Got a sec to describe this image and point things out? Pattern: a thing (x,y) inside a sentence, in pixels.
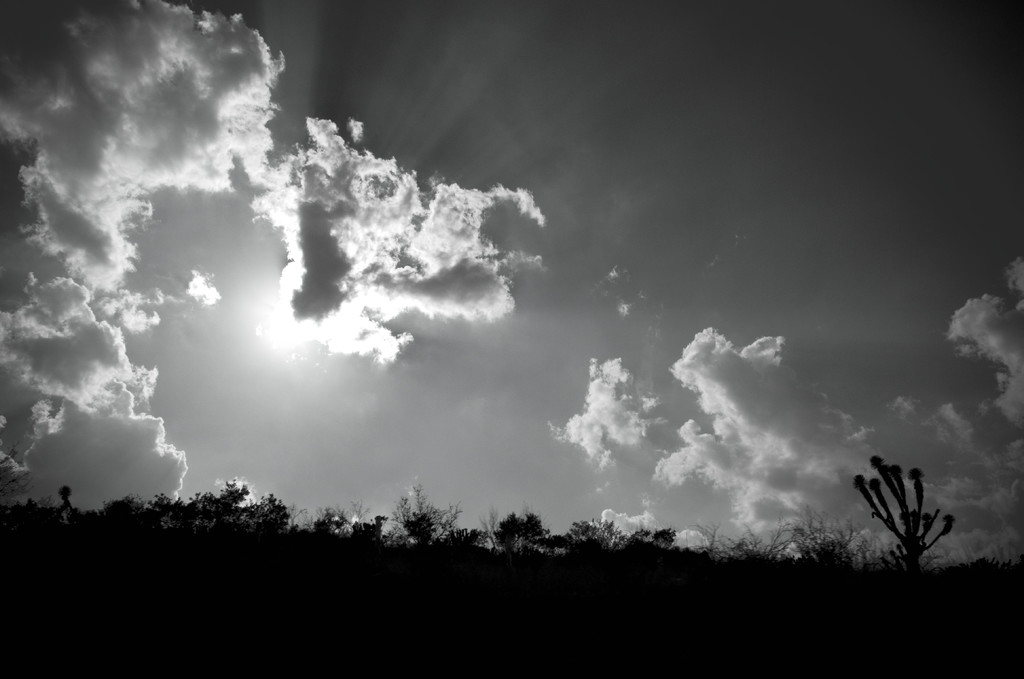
In this picture we can see trees (531,523) and in the background (171,394) we can see the sky (517,303) with clouds (289,330).
